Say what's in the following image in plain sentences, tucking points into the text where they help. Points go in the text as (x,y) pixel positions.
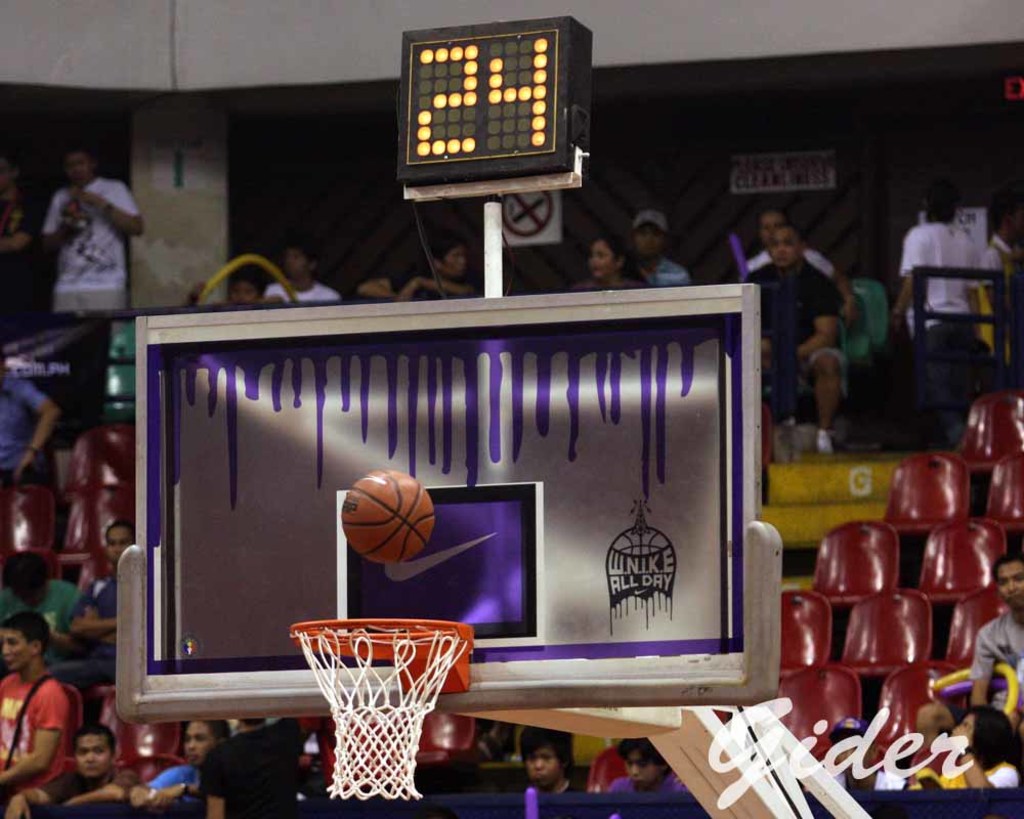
In this picture, we can see a few people (981,733), stairs (887,481), chairs (840,557), wall (619,166) with posters (795,162), pillars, we can see basket ball goal court (301,509), with an object (519,167) attached to it, we can see a display screen (470,153) with numbers (536,79), and we can see a pole (717,771), some text (958,740) in the bottom right side of the picture (727,739).
